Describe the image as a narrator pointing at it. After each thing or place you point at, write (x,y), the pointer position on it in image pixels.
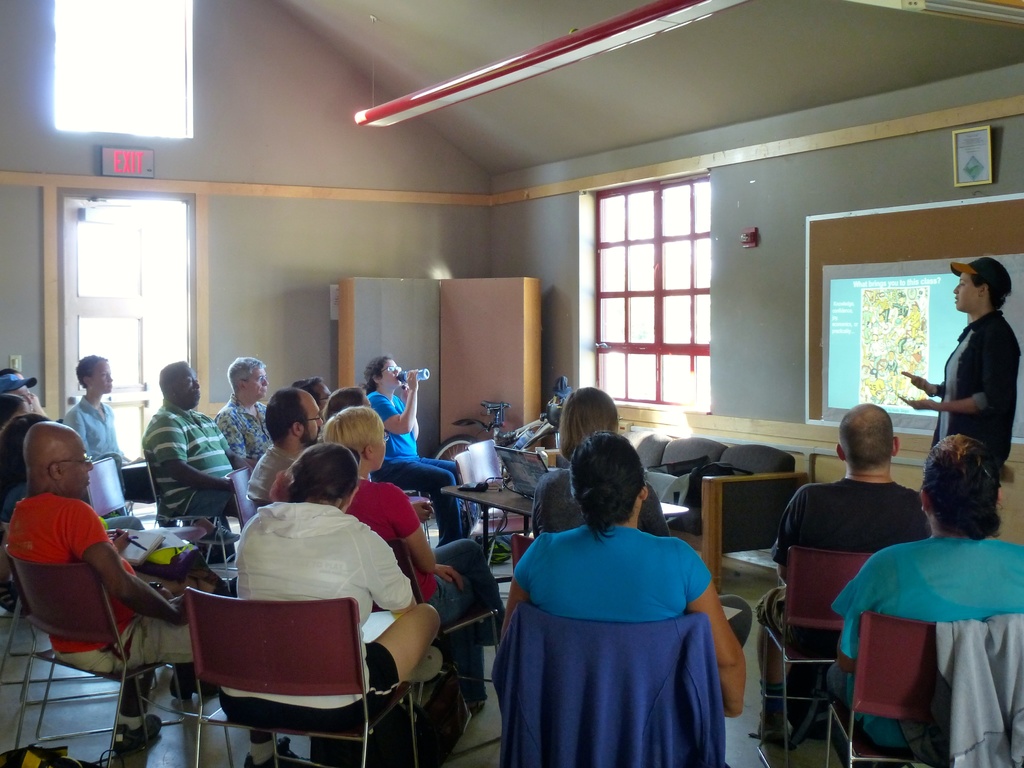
In a room (765,581) there are few people (270,588) sitting on a chair (63,593). And to the left (138,326) there is a door (130,267) on the top (116,169) there is an exit board (125,169). And we can see a window (664,293), a screen (854,348). There is a man (972,362) with black dress (972,381) is standing. On the table (482,499) there is a laptop (520,463), in the corner there is a cycle (526,445).
